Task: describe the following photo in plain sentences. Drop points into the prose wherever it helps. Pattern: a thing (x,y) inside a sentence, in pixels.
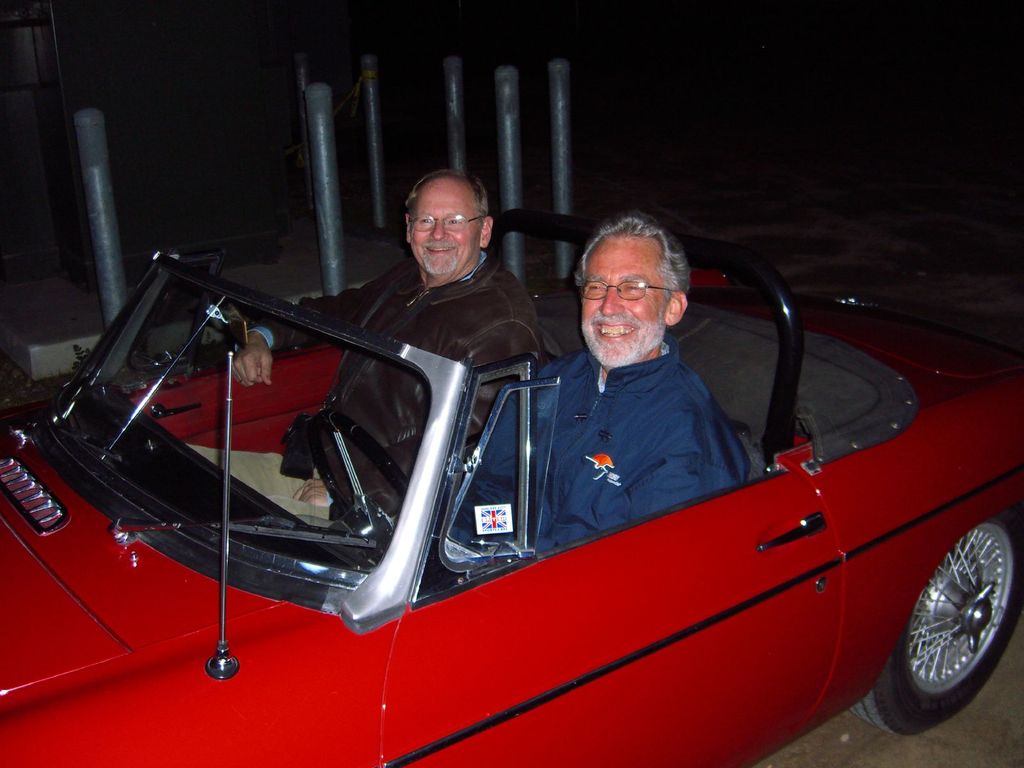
In this image, we can see a red color car (305,677), there are two men (443,328) sitting in the car (193,499) and they are smiling.
